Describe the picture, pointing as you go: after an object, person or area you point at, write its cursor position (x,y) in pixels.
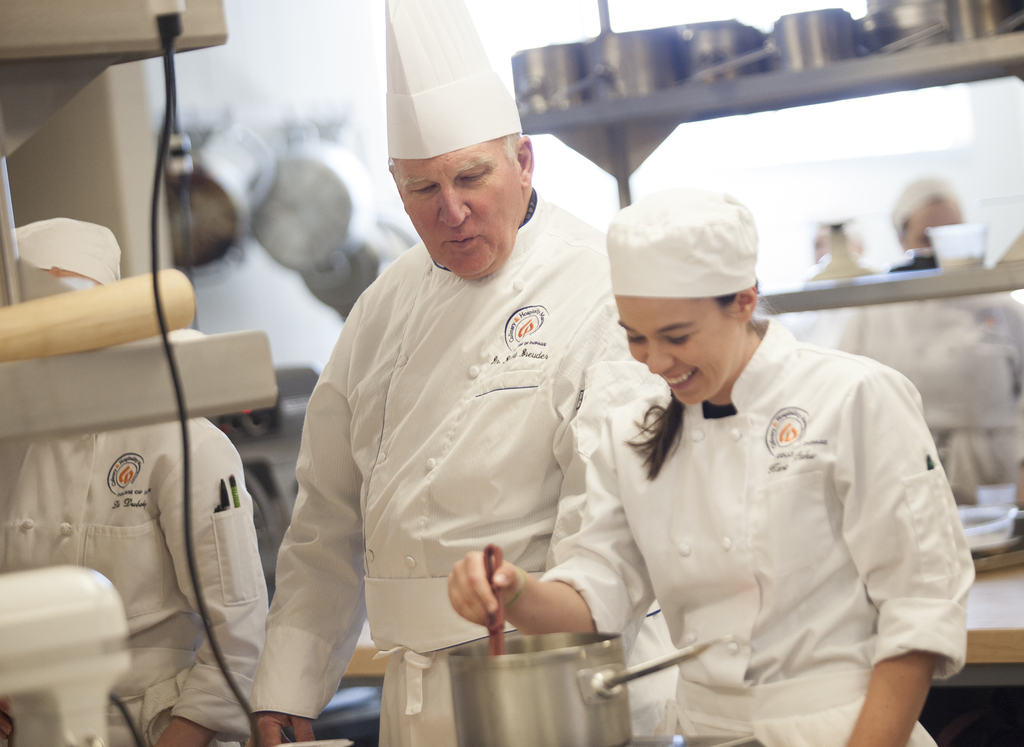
In the middle of the image (346,408) two persons (872,422) standing she is holding a spoon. Bottom of the image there is a bowl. Bottom left side of the image (58,542) a person (161,716) is standing and there is a wire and there are some products (18,740). Top right side of the image (986,44) there is a table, on the table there are some bowls (897,40) and cups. Behind the table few people (979,411) are standing.
